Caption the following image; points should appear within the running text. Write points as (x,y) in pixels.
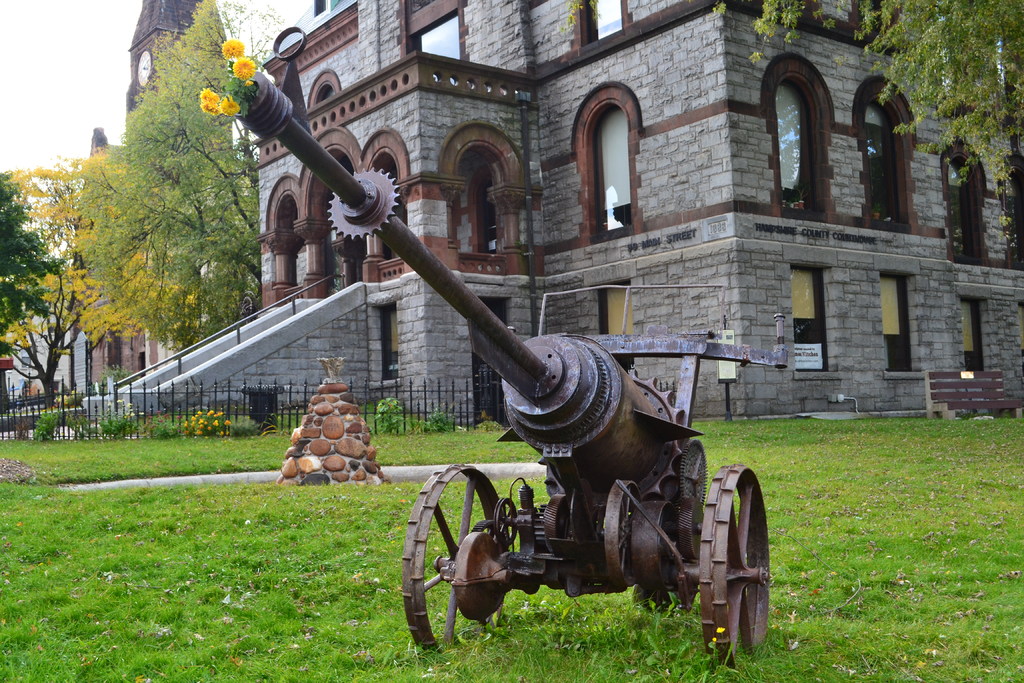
In this image in the background (639,208) there are some houses (312,88) and one clock tower (145,61) and trees (144,229) and fence (277,404) and some stairs (187,394). In the foreground (580,469) there is one vehicle (574,452), in that vehicle (267,109) there are some flowers (217,109). At the bottom (219,639) there is grass (859,561), and on the right side (953,394) there is a bench (967,384).
